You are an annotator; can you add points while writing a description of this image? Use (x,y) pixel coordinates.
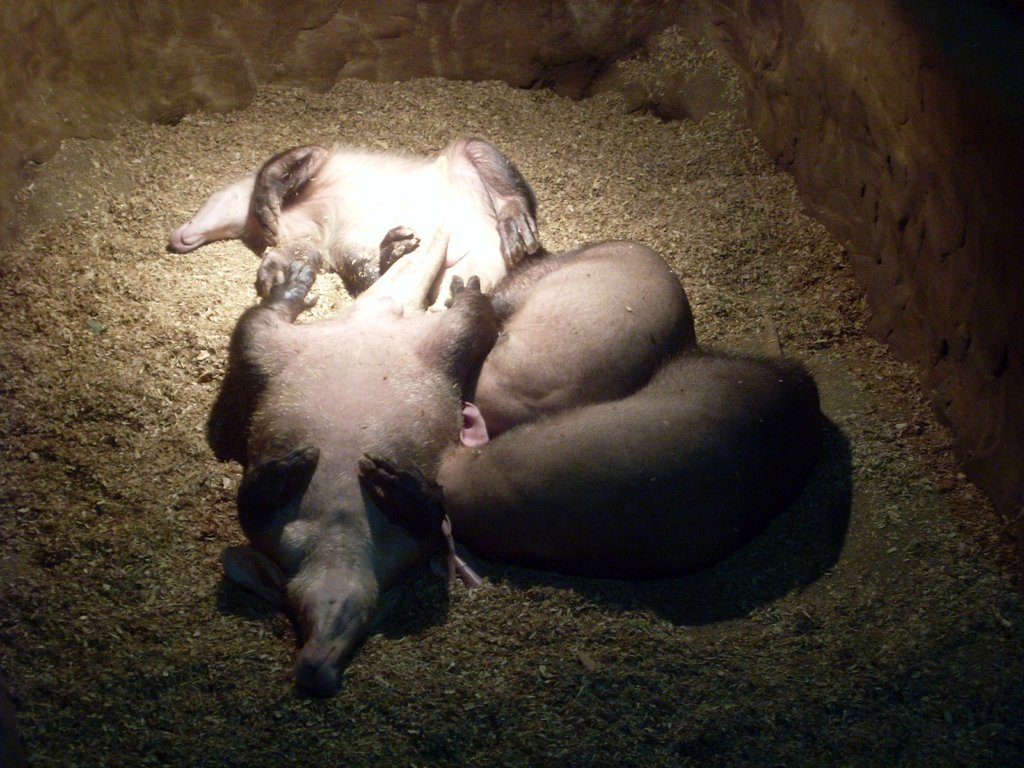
In this image I can see four animals (462,395) on the ground (681,668) and wall (705,25). This image is taken may be during night.
